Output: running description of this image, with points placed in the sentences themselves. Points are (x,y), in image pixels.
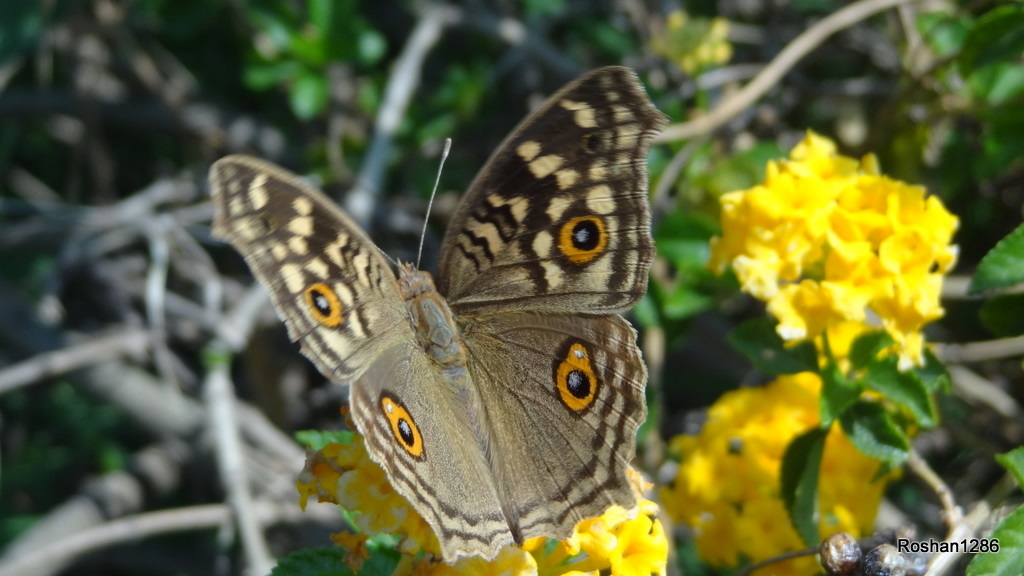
In this picture there is a butterfly (487,345) on yellow color flowers (591,527) and there are few other flowers (797,432) beside it and there is something written in the right bottom corner (985,551).
